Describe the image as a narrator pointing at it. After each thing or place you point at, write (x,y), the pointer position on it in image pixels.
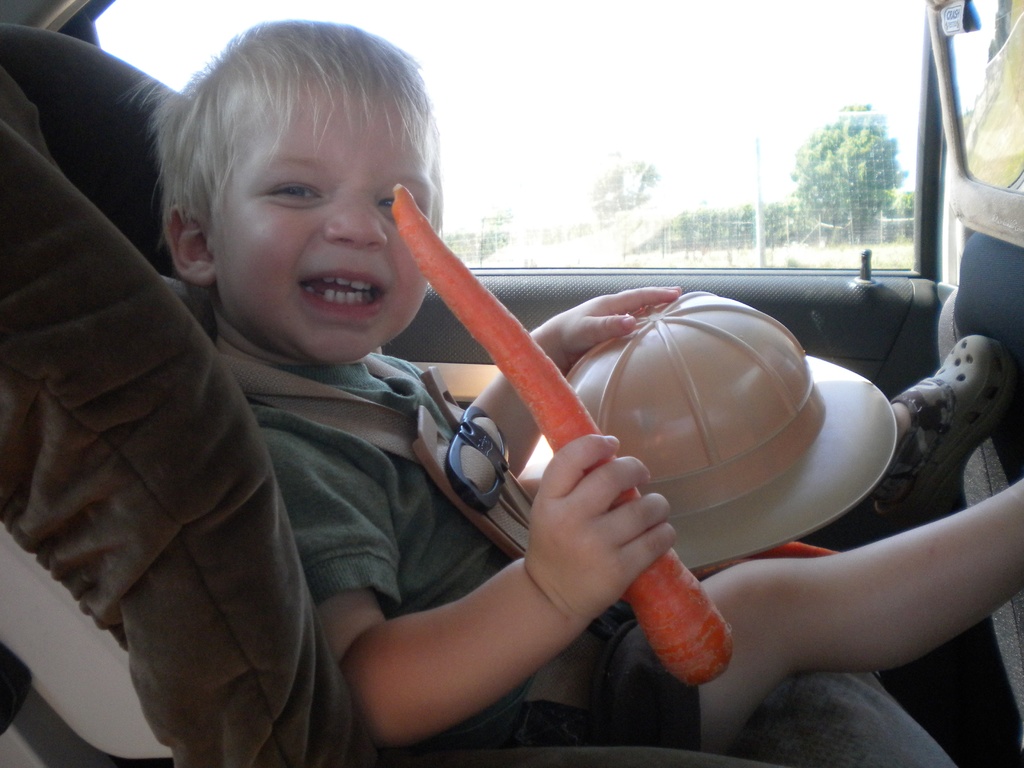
In this image we can see a boy (914,509) holding a cap (854,397) and a carrot (403,195) sitting on a chair (306,754). In the background of the image (598,113) there is a window (656,224) through which we can see trees (825,171) and pole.
